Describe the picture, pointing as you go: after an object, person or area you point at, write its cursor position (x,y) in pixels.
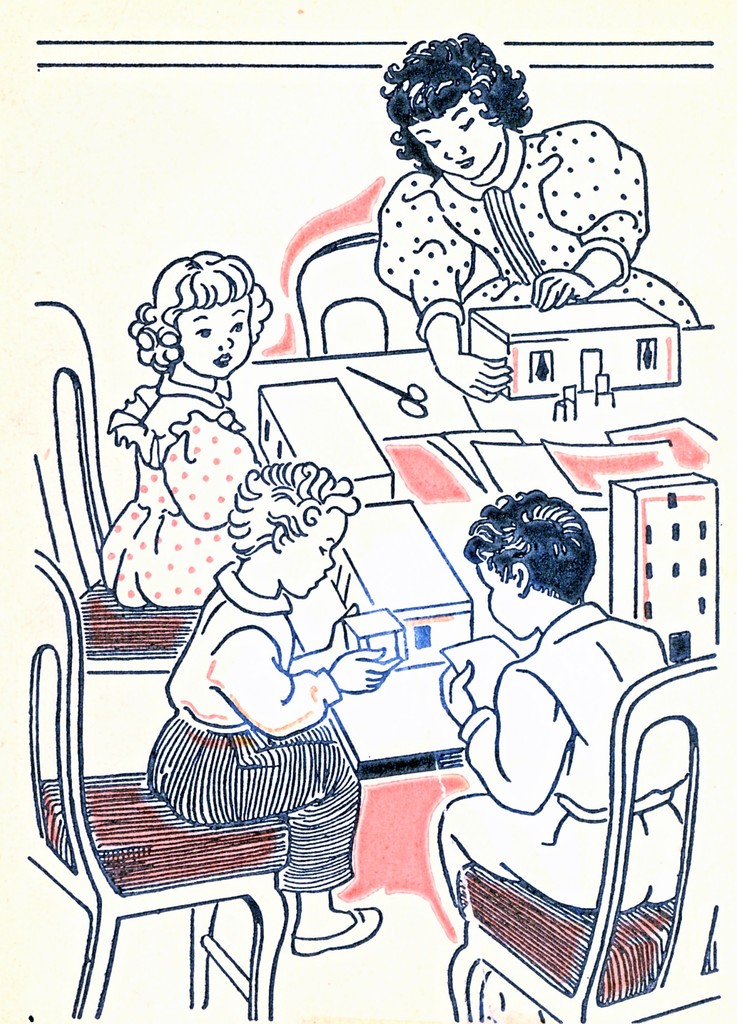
This is a poster (543,850) having painting (346,736). On the left side (182,376), there are two children (287,718) sitting on two chairs (79,798). One of them is holding a box (391,657). On the right side (596,666), there is another child (609,650), holding a paper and sitting on a chair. In the background (454,88), there is a girl (481,86) holding a model house (546,336), which is on a surface (715,399), on which there are other model houses (363,454) and a scissor (411,400).
